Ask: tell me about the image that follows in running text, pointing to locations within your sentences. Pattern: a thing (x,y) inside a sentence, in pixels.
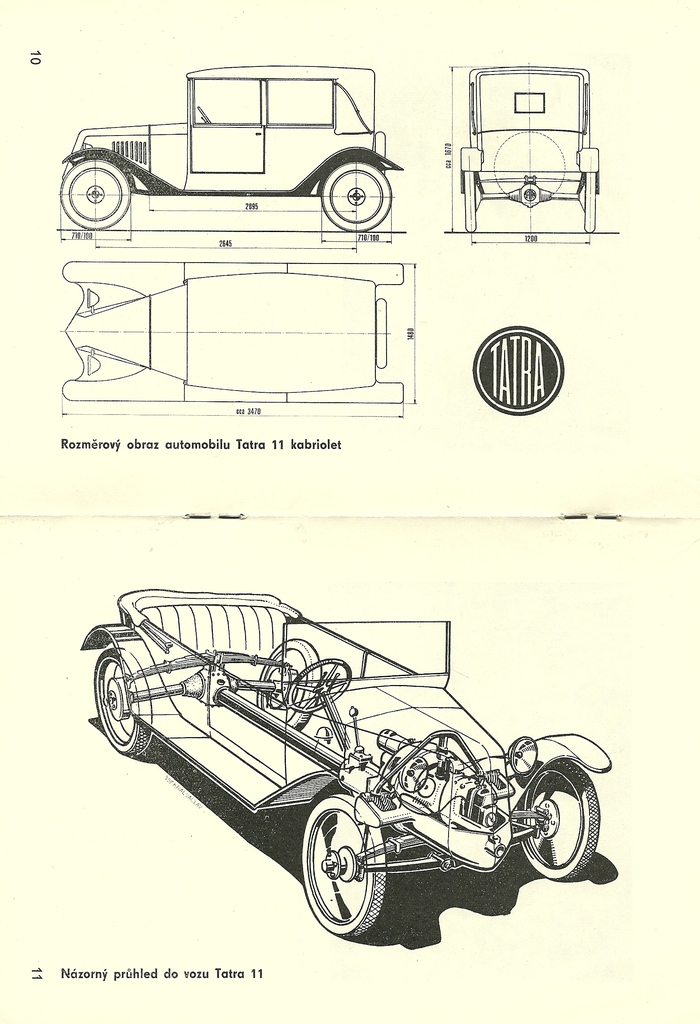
In this image, we can see a sketches (347,383) of a vehicle (335,820). At the top of the image (315,110), we can see vehicles (321,343) with dimensions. Here there is a logo (514,369). At the bottom of the image (101,702), there is a vehicle (224,721). In this picture we can see some text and numbers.
